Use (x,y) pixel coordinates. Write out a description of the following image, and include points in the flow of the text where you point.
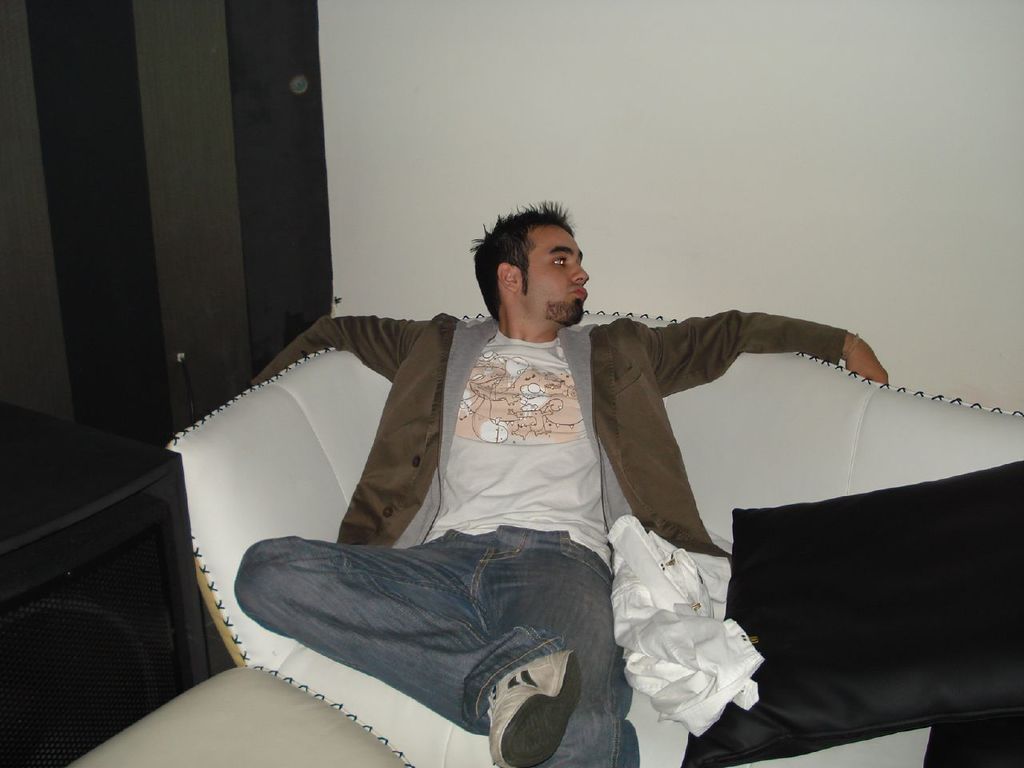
In this image there is a person (480,541) sitting on a sofa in the center (585,461). On the right side (936,611) there is a pillow (901,627) which is black in colour and there is a cloth (683,638) which is white in colour. On the left side (39,601) there is an object (57,607) which is black in colour and there is a door (146,197) and the wall (574,134) is white in colour.
